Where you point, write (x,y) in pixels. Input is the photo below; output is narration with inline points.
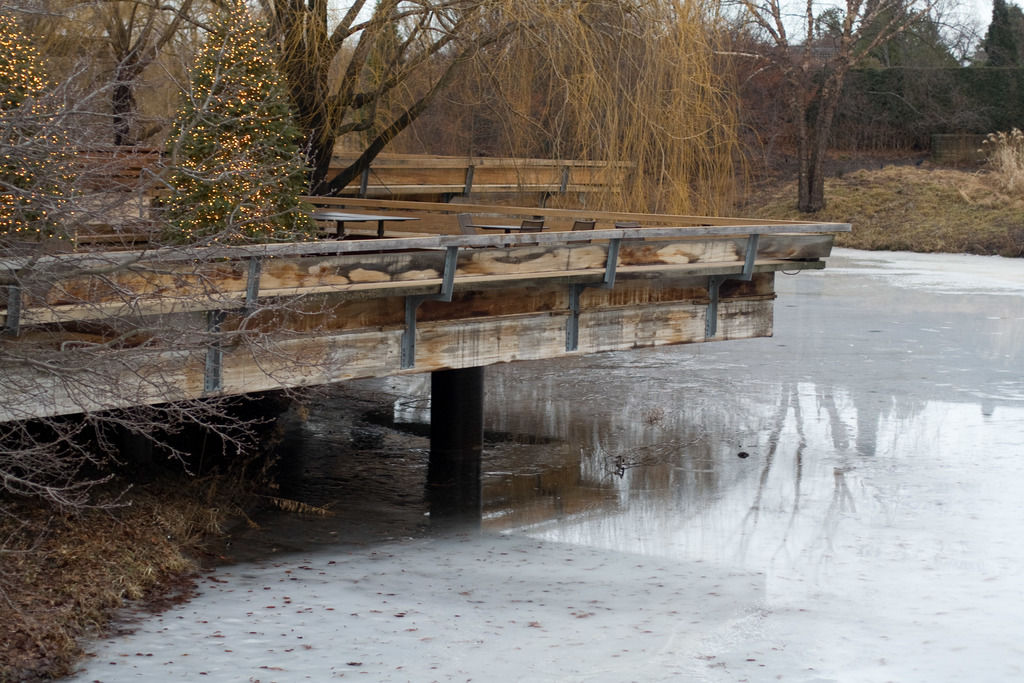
In this image there is a wooden bridge (384,256) over the water (791,287), there are trees (323,153), grass (59,617) and the sky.
